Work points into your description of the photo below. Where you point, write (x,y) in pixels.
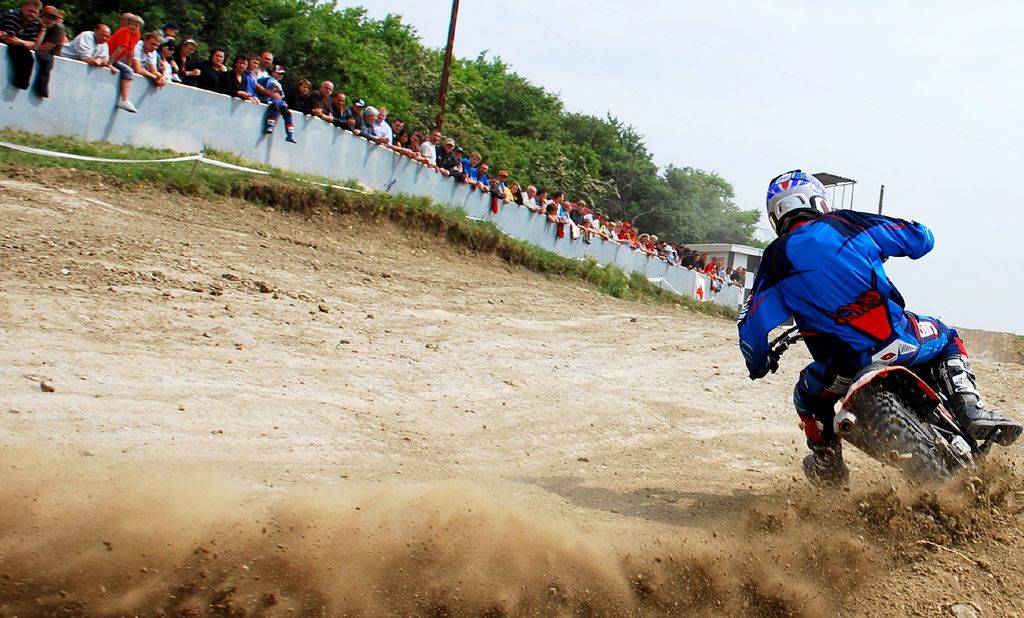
In this image we can see a person (800,263) wearing helmet (798,201). He is riding on a motorcycle (910,412). On the ground (202,164) there is grass (126,170). Near to the wall (184,126) there are many people (110,44) standing. In the back (484,96) there are trees (484,96). And there is sky (885,89).
